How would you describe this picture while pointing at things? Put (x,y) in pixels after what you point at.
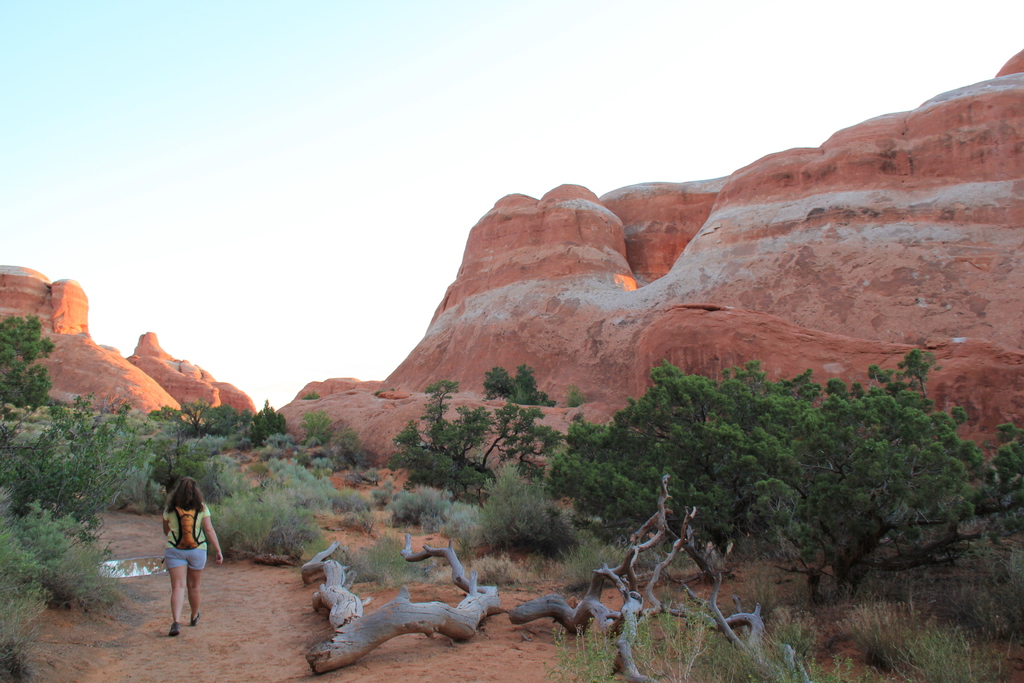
In this picture there is a woman (180,568) walking in the left corner (185,555) and there are trees (426,444) and mountains (558,386) in the background (493,386).
